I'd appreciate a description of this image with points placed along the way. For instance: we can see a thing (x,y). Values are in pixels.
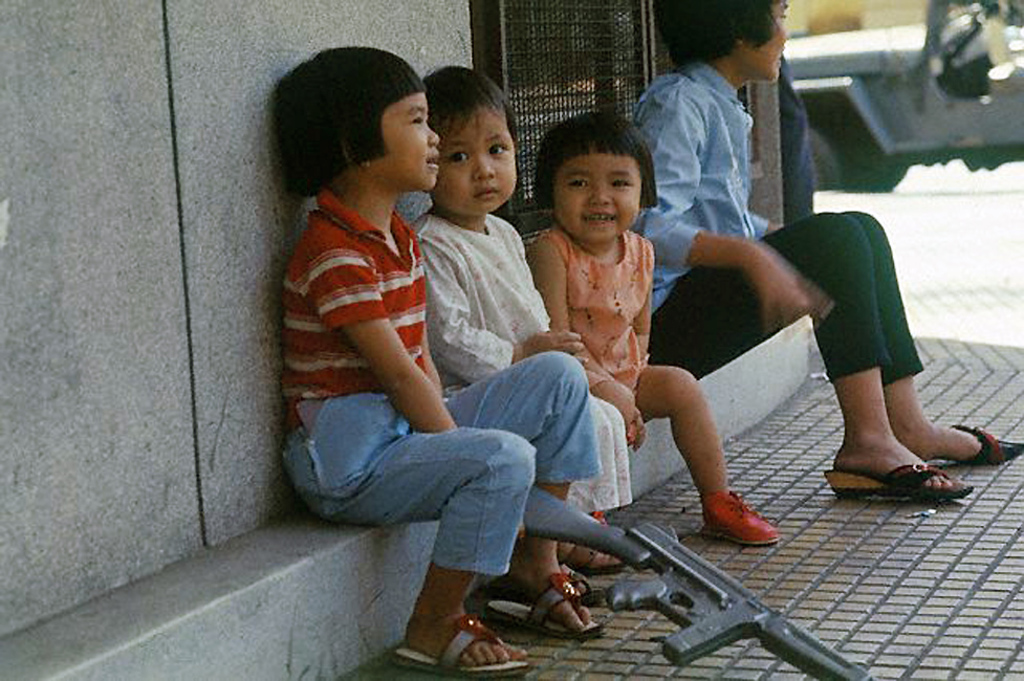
In the image we can see there are kids (548,332) sitting on the footpath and there is a girl (708,255) sitting beside them. There is a vehicle (945,91) parked on the road (934,174) and there is a gun (692,576) on the footpath (662,625).
